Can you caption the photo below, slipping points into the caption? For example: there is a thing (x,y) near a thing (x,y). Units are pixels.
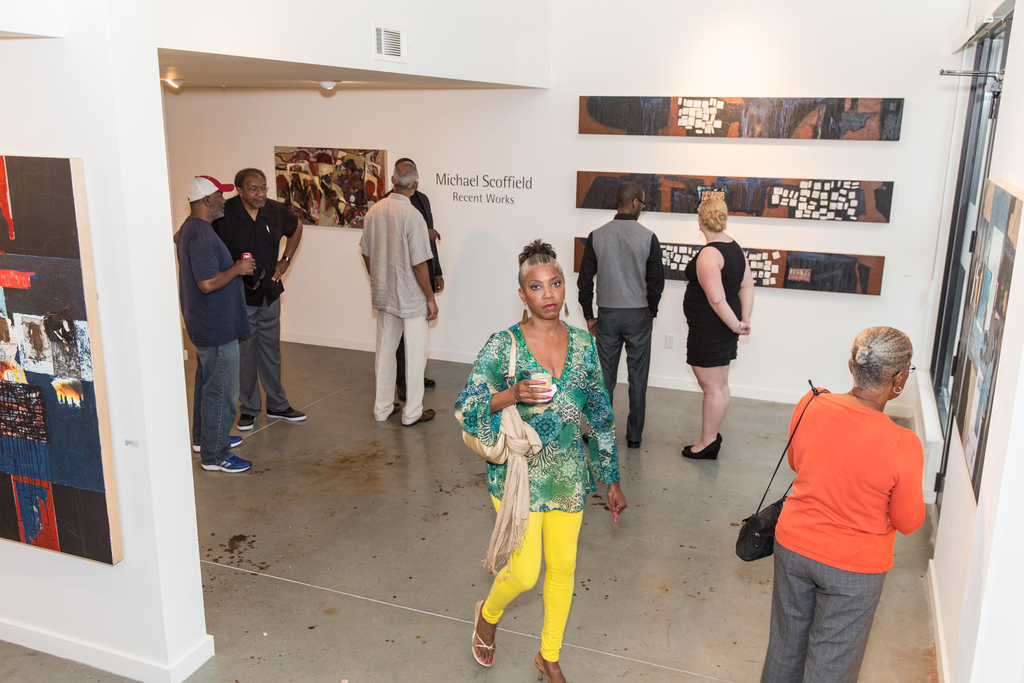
In this image, we can see some people (560,557) standing, there is a white color wall (471,134) and there are some pictures (671,132) on the wall (935,191).
